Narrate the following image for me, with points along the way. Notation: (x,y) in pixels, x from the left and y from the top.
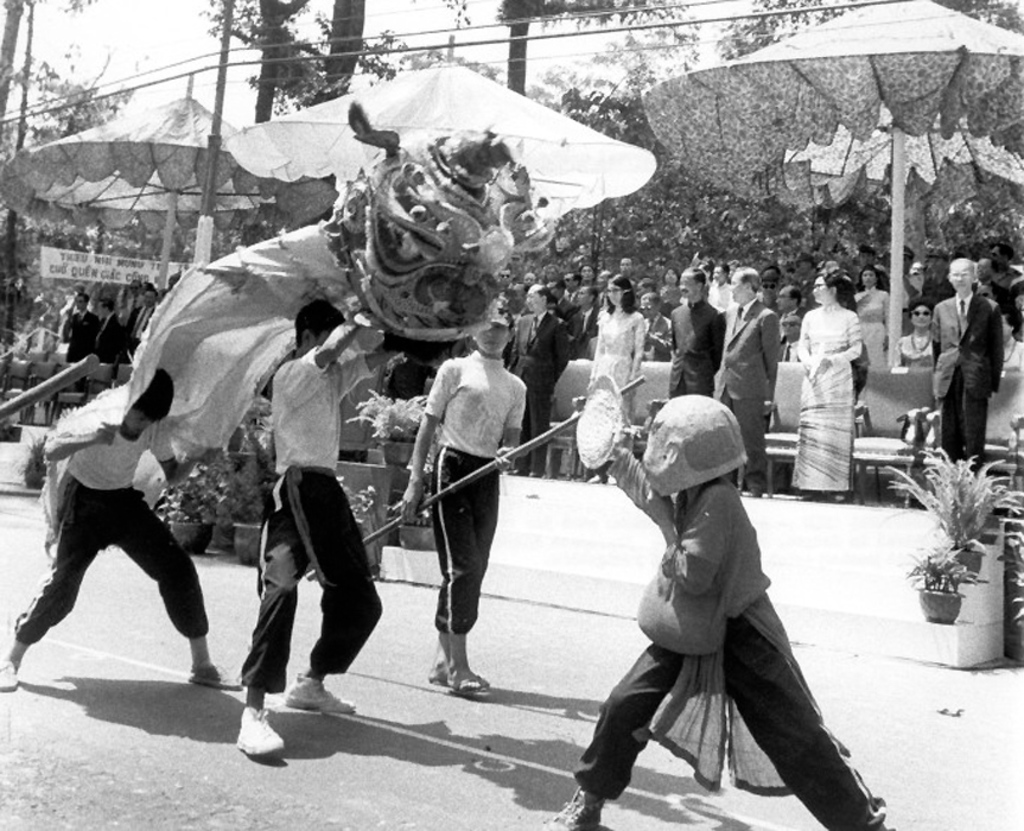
In the image there are a group of people (332,376) performing some activity and behind them there are plants (261,464), in the background (678,307) there are many people (686,293) standing, in between them there are tents (899,220) and behind them there are trees (734,202).
